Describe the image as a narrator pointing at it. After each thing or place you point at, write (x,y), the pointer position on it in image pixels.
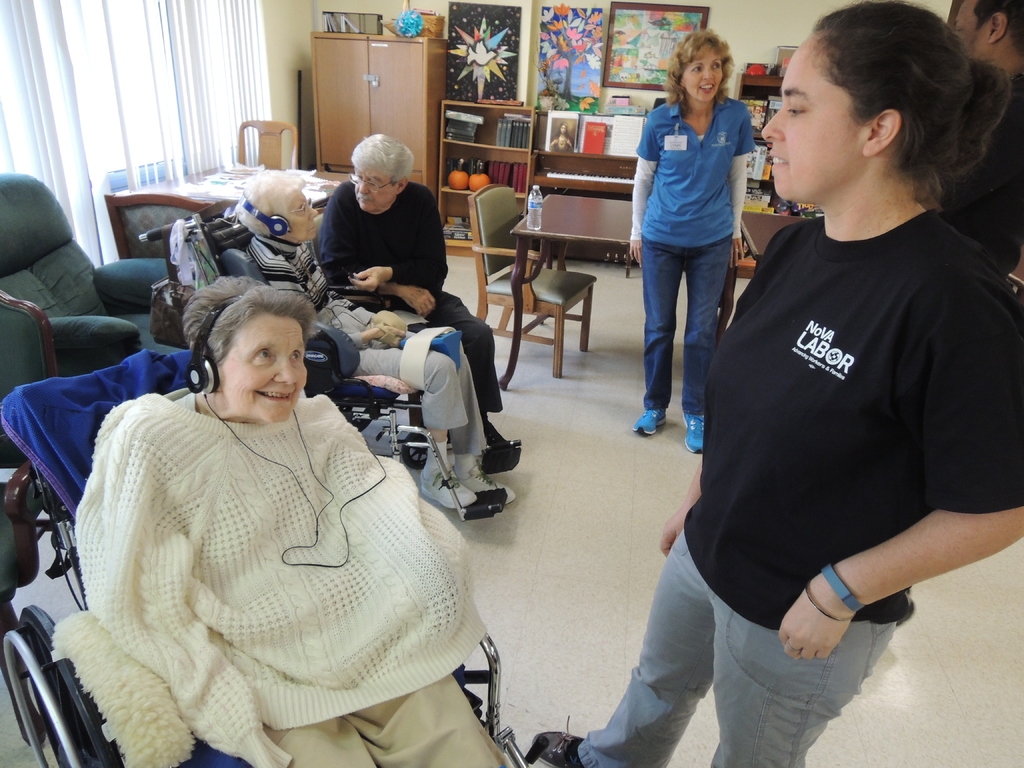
In this picture we can see two persons (301,489) are sitting on wheelchairs (352,376) and they wore headsets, on the right side (901,258) there are three persons (905,223) standing, we can see a person (409,235) sitting on a chair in the middle (392,258), in the background (650,63) there are portraits (560,65), a cupboard (379,90) and a rack (487,148), there are some books (508,132) present on the rack (464,148), we can see a table (601,219) and a chair (552,279) in the middle (531,259), there is a bottle (532,220) present on the table (543,209), on the left side (177,190) we can see two chairs (261,131), a table (191,181) and curtains (236,66), we can see a wall (741,19) in the background (745,18).
